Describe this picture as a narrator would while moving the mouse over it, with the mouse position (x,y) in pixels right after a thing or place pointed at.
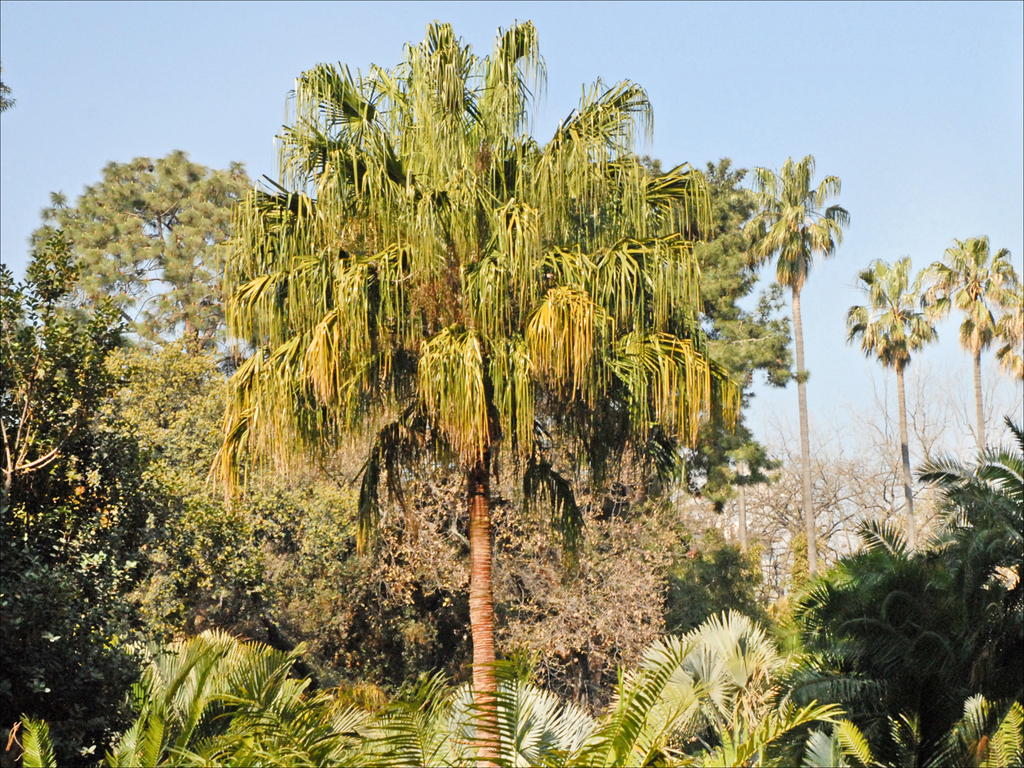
In this image we can see some different big green trees (242,357) and some small trees (241,545). At the top (931,117) there is the sky (95,78).
